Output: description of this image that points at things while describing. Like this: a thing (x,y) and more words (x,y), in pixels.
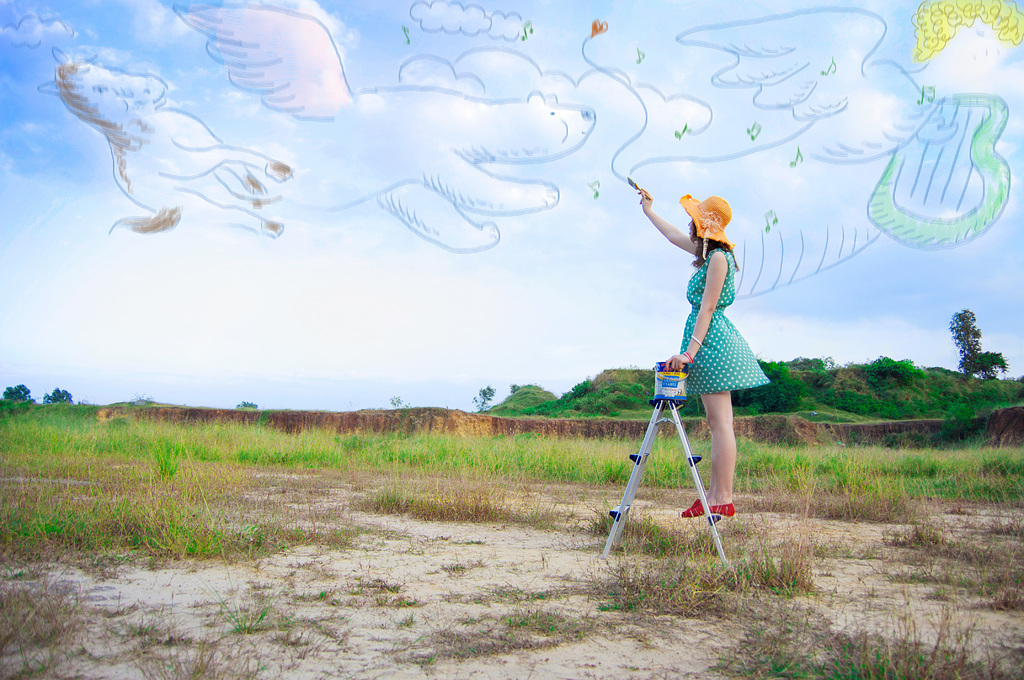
This looks like an edited image. Here is the woman (690,375) standing on the ladder (703,498) and holding a paint brush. She wore a hat (707,228), dress (720,362) and shoes (690,508). Here is the grass (437,446). This looks like a drawing (557,146) in the sky (632,146). I can see the trees (597,407).
